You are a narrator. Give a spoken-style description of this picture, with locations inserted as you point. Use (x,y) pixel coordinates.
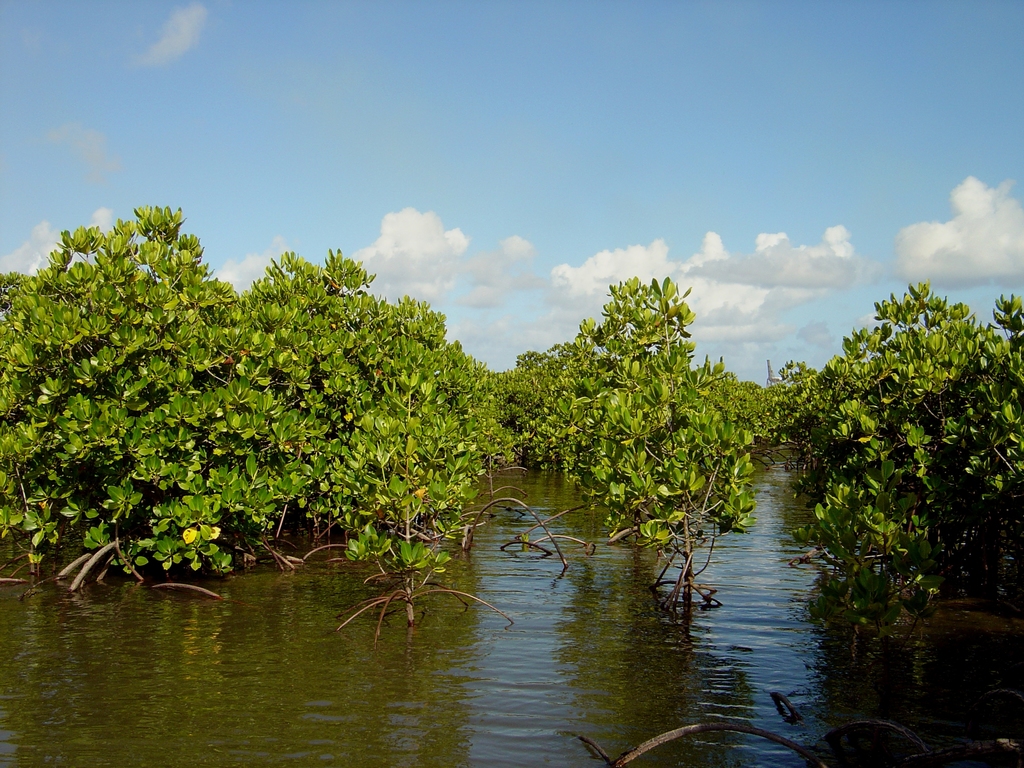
In this image I can see there are some trees (112,517) visible on water (579,600) at the top (306,224) I can see the sky (421,172).
